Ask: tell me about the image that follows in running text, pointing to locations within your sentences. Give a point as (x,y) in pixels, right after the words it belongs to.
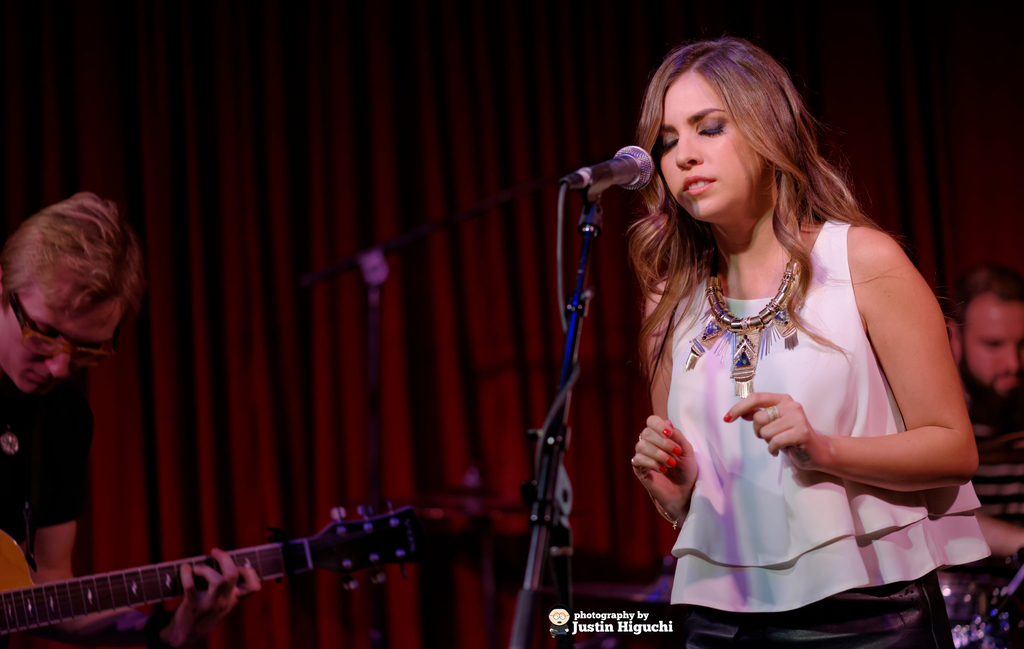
In the image there is a woman (735,331) in front of mic (599,185) and at the background (92,281) there is a man (62,555) playing guitar (90,600) and the whole background (401,94) there is red curtain (434,215).
